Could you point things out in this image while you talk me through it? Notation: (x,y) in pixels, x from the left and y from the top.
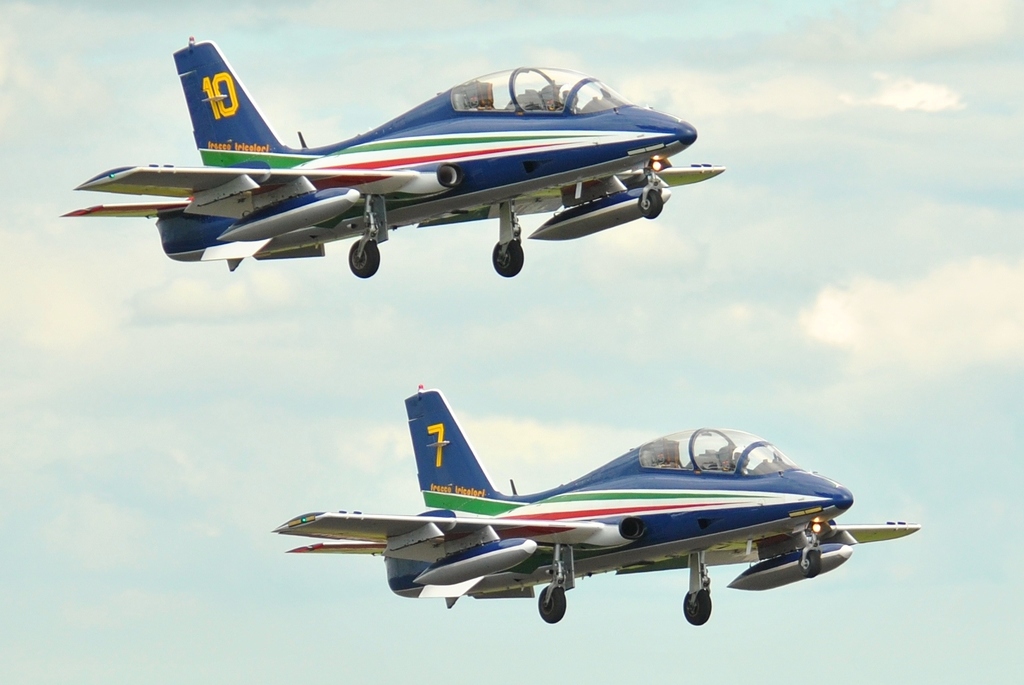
In this picture we can see the airplanes (592,537). In the background of the image (519,449) we can see the clouds (611,368) are present in the sky (268,485).
